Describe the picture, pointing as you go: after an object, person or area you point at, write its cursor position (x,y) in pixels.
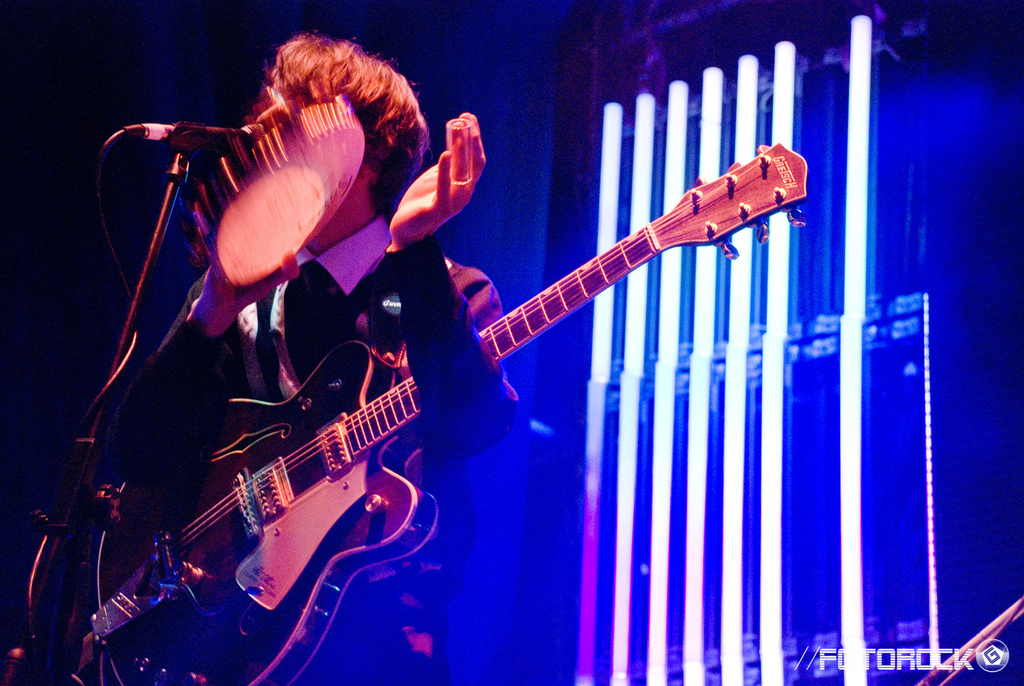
In this image we can see a man (403,155) standing and playing a musical instrument (284,238). He is wearing a guitar (354,463), before him there is a mic (196,139) placed on the stand (81,462). In the background (630,392) there are lights (667,395).
